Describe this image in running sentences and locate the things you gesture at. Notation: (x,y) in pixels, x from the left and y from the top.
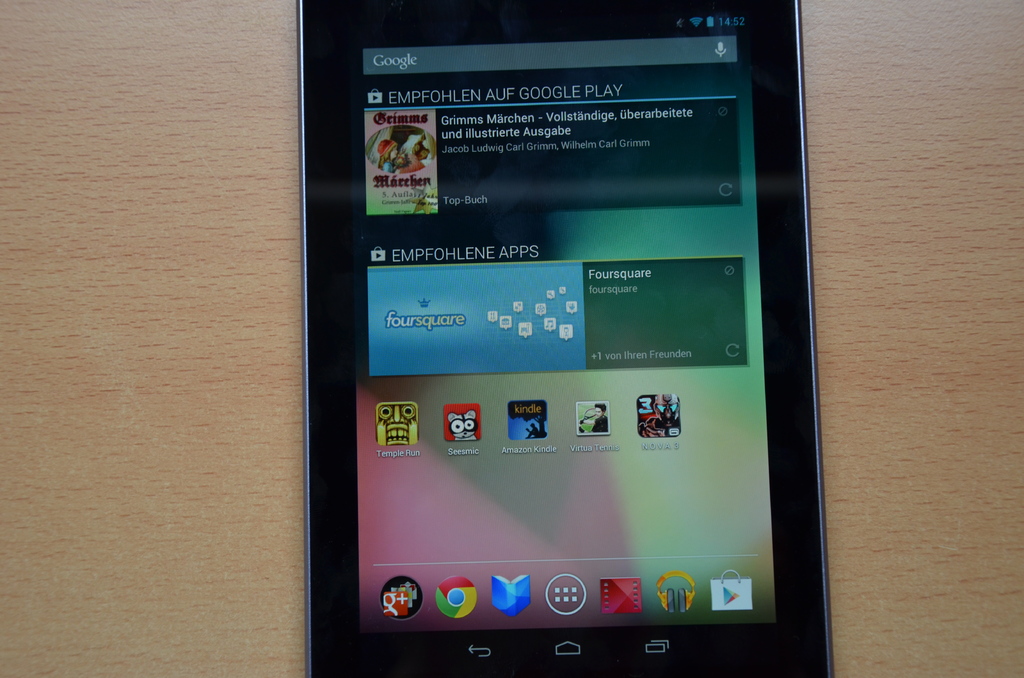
In this image, I can see a mobile phone (664,634) with the display (718,210), which is placed on a wooden board (203,382).
